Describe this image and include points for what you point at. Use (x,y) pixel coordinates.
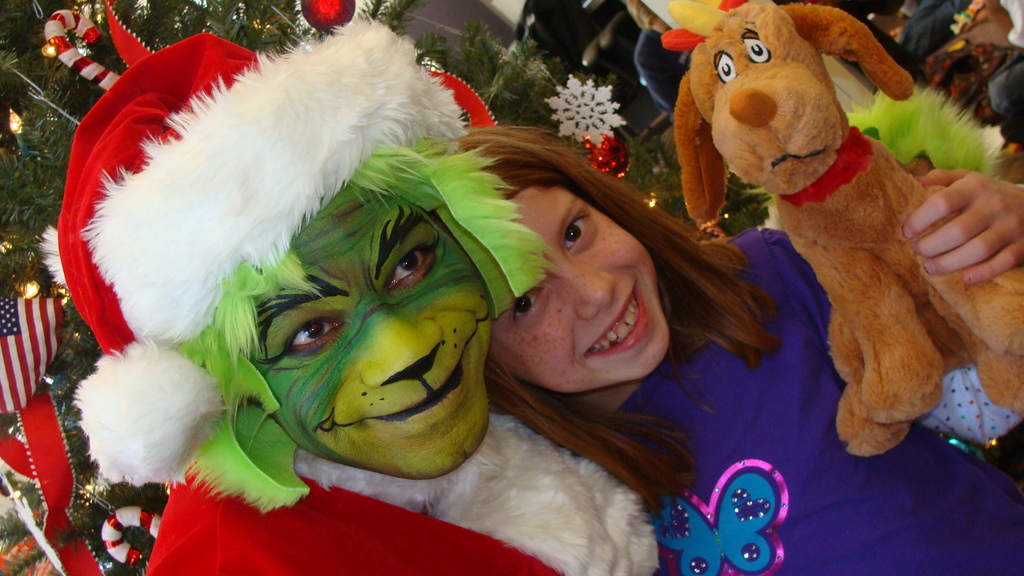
In this image there is a person (465,467) in different costume (471,493), beside him there is a girl (835,440) with a smile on her face (584,328) and she is holding a toy (824,289) in her hand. In the background (21,355) there is a Christmas tree (68,378).
